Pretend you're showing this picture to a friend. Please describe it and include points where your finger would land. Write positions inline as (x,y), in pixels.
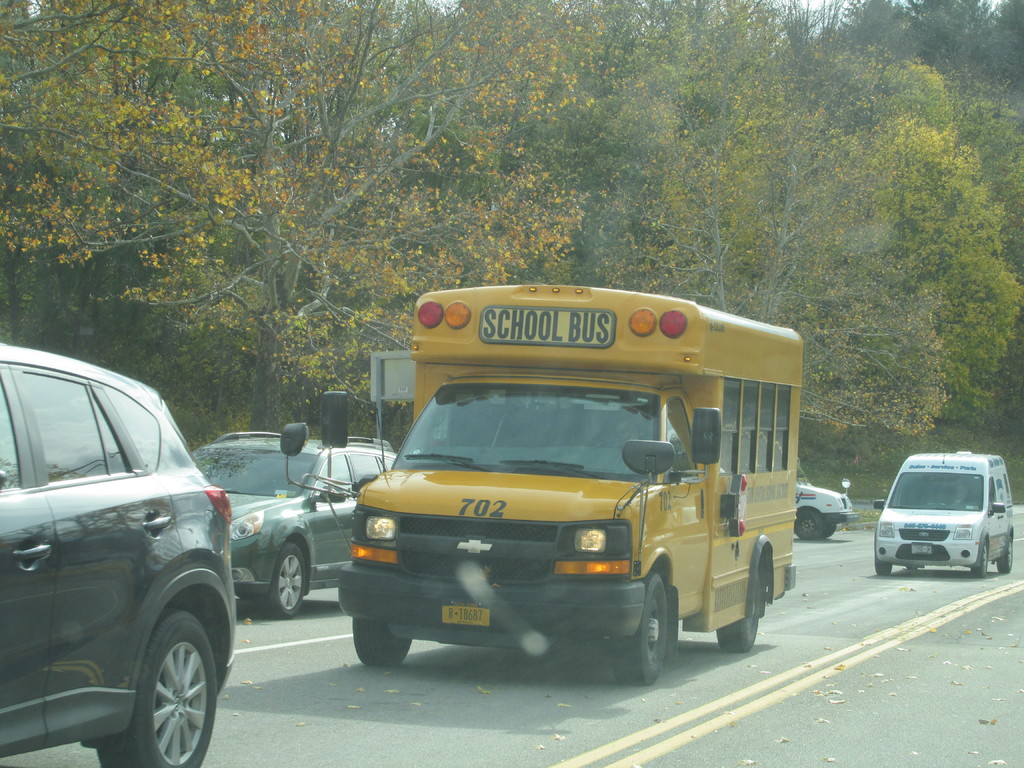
In this image I see 4 cars (108,739) and a van (489,428) on the road (765,680) and the van (430,343) is of yellow in color and on the van (569,289) it says "School Bus". In the background (657,14) there are lot of trees (675,51).
